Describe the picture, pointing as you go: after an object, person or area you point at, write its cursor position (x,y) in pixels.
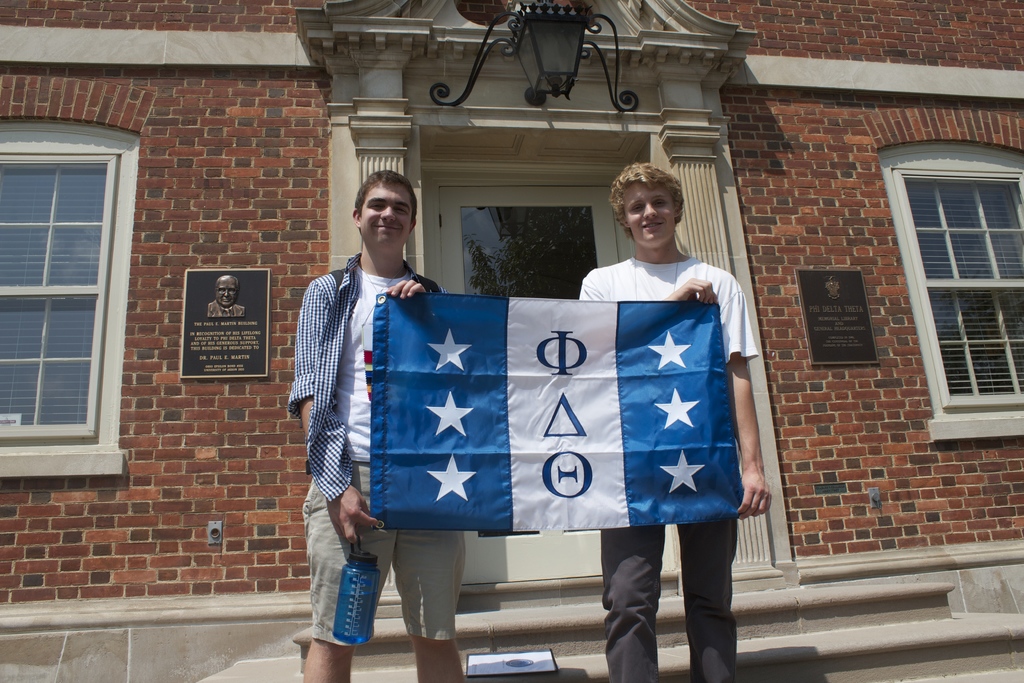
In this image two persons (327,394) are standing and holding a flag (484,368). A person (644,256) is wearing a white shirt (637,284) and the other person (340,379) is wearing a shirt (323,372). He is holding a bottle (343,594) in his hand (368,529). A frame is on the stairs (557,622). Behind there is a door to the wall (944,513) having few windows (81,214). A frame (219,371) is attached to the wall (195,381). Top of image (546,82) there is a lamp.
